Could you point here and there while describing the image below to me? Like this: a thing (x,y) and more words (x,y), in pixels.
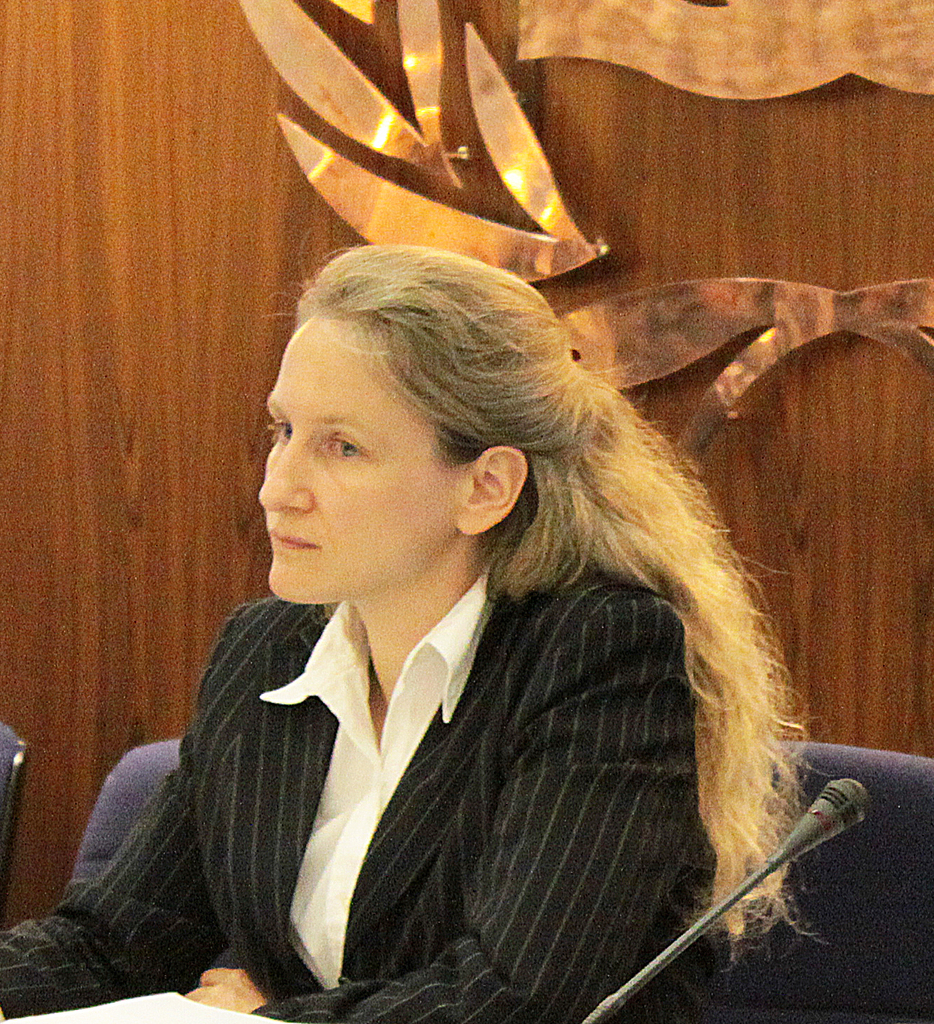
In this image, we can see a woman (378,898) sitting on a chair (917,938). There is a microphone (817,825) on the right side of the image (826,814). On the left side of the image (97,831), we can see chairs (6,817). In the background (178,568), we can see gold color objects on the wooden object (884,440).
